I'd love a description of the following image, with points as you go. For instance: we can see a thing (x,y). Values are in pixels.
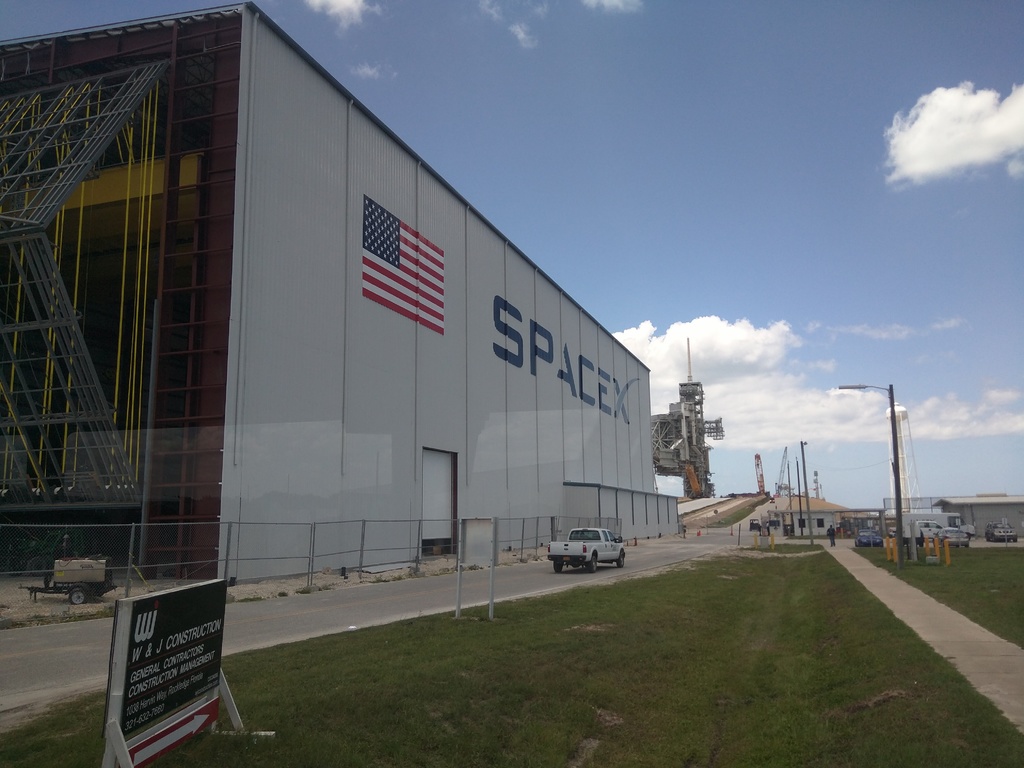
In the image we can see a vehicle (590,544) on the road (321,606). There is a road (514,570), grass (702,614), light pole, machine (661,435), fence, text (620,387), flag symbol (429,288), ladder (190,443) and a board (158,646). We can even see there is a person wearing clothes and a cloudy sky (878,282).
